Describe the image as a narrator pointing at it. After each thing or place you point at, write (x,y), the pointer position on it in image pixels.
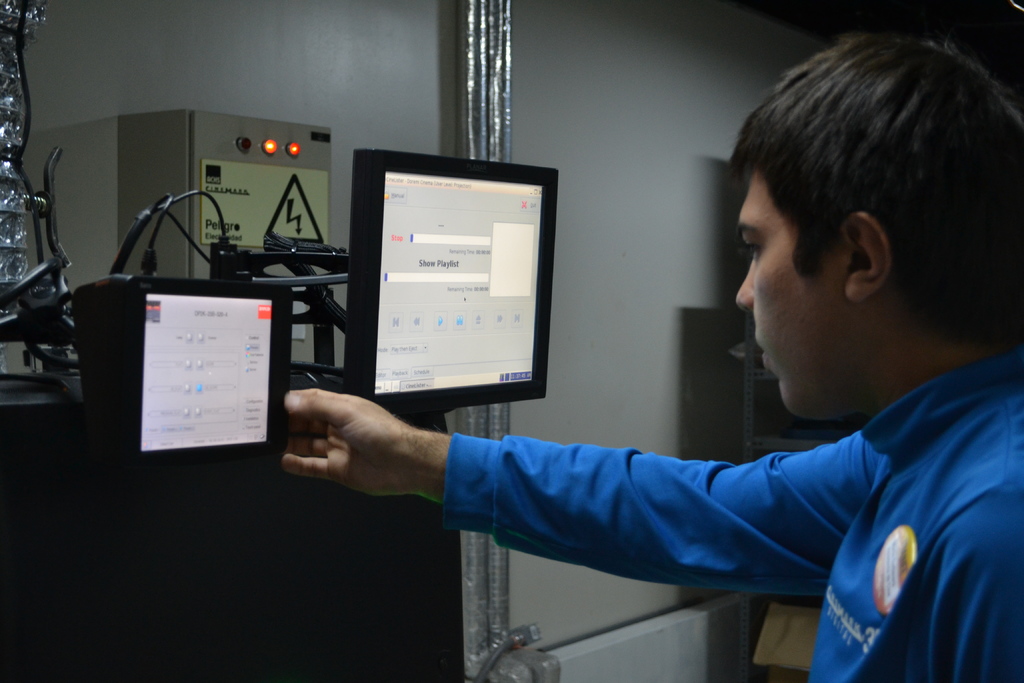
This picture seems to be clicked inside the room (598,7). On the right (911,246) there is a person (927,398) wearing blue color t-shirt (969,468), standing and seems to be controlling a device (119,330). On the left (198,248) we can see the electronic devices (380,238), metal rods (67,260) and some other objects (332,259). In the background (652,87) we can see the wall (614,280), metal objects (478,82) and some other objects (741,676).
